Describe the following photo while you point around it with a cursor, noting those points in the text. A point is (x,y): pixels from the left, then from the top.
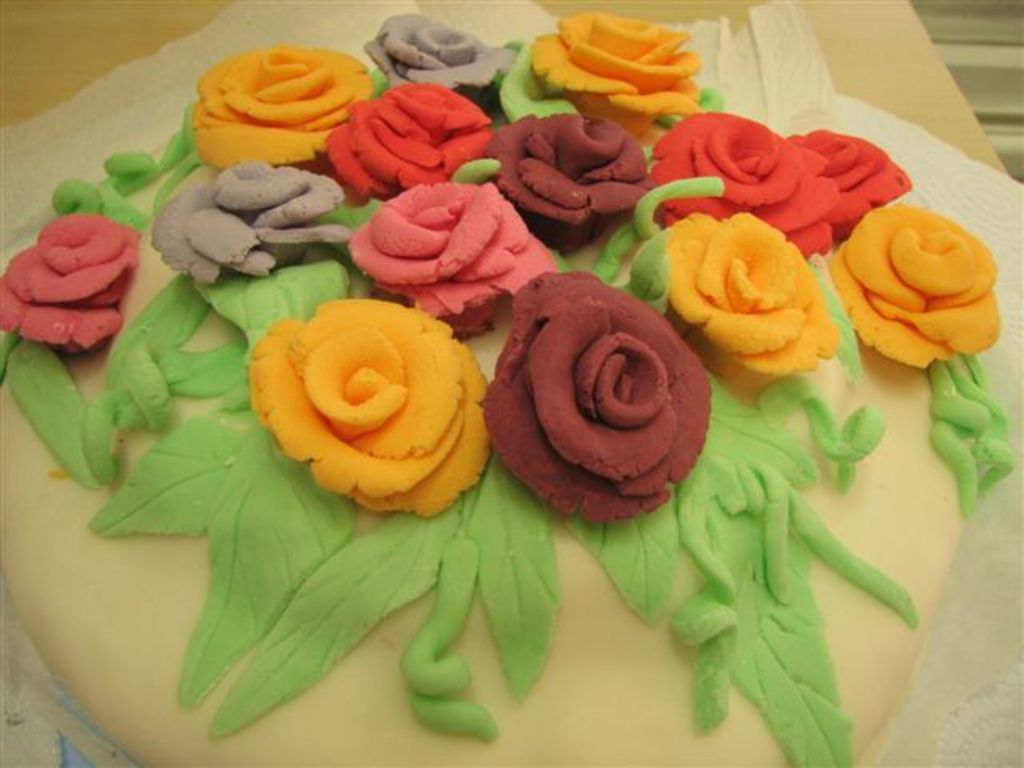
In this picture I can see a cake (1000,411) and tissues (992,662) on the wooden board (906,44).
